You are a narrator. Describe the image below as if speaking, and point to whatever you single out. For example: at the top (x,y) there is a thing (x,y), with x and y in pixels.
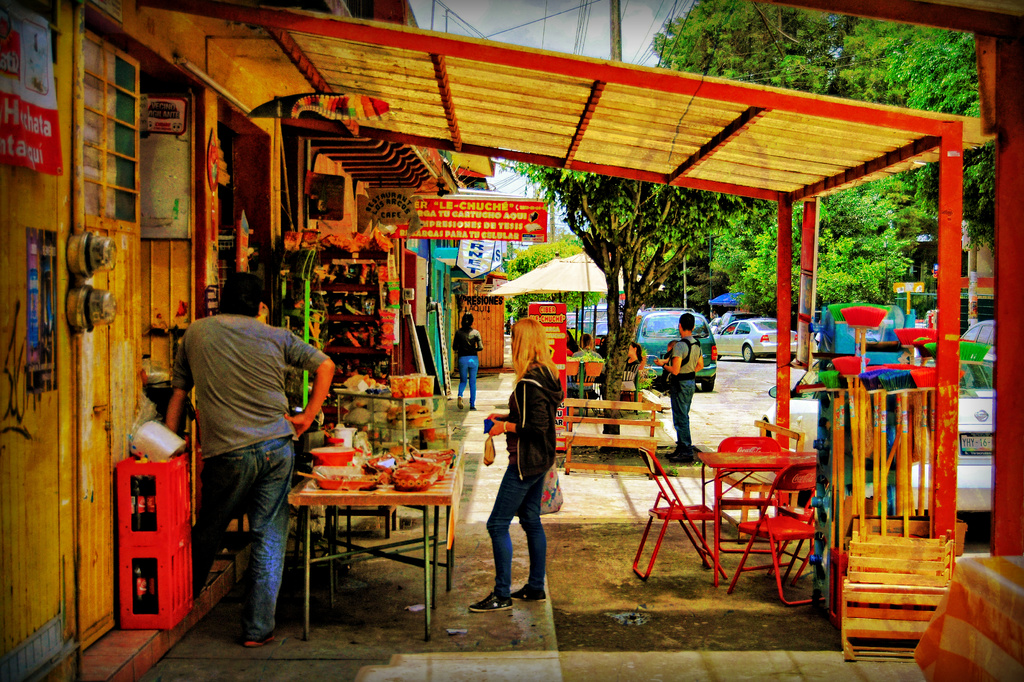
In this image I see few persons (515,346) and I see chairs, tables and few things (367,408) over here and I see few stalls (290,164). In the background (597,252) I see cars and the trees (641,264).
